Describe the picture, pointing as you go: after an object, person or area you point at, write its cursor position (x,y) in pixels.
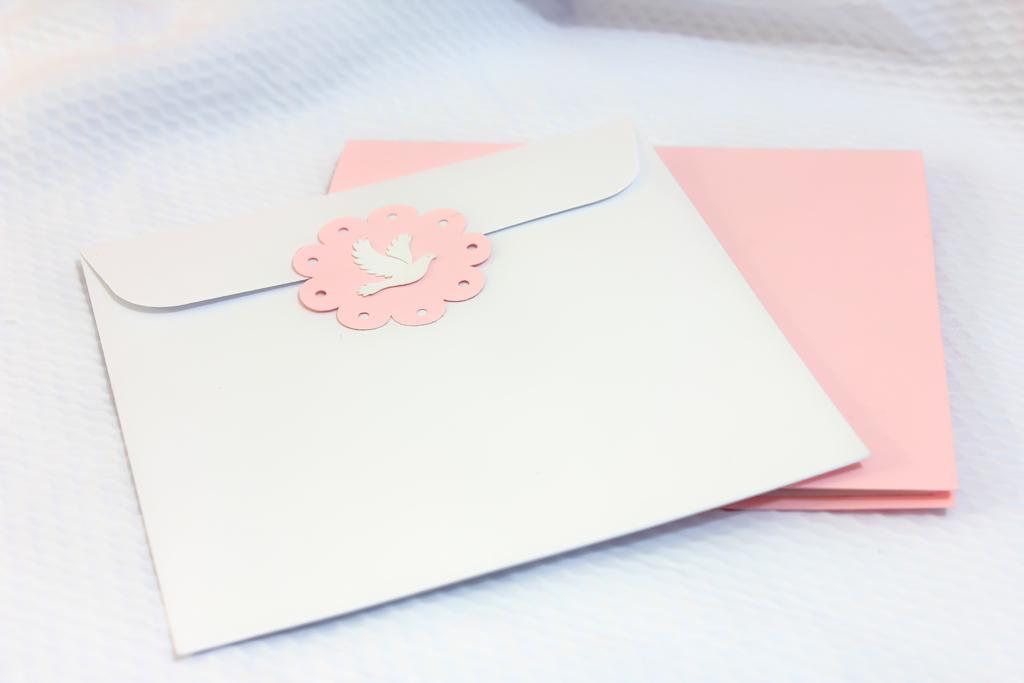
In this picture there is a table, on that table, we can see a white color cloth (628,44), we can also see two envelopes (760,355) which are in white and pink color.
